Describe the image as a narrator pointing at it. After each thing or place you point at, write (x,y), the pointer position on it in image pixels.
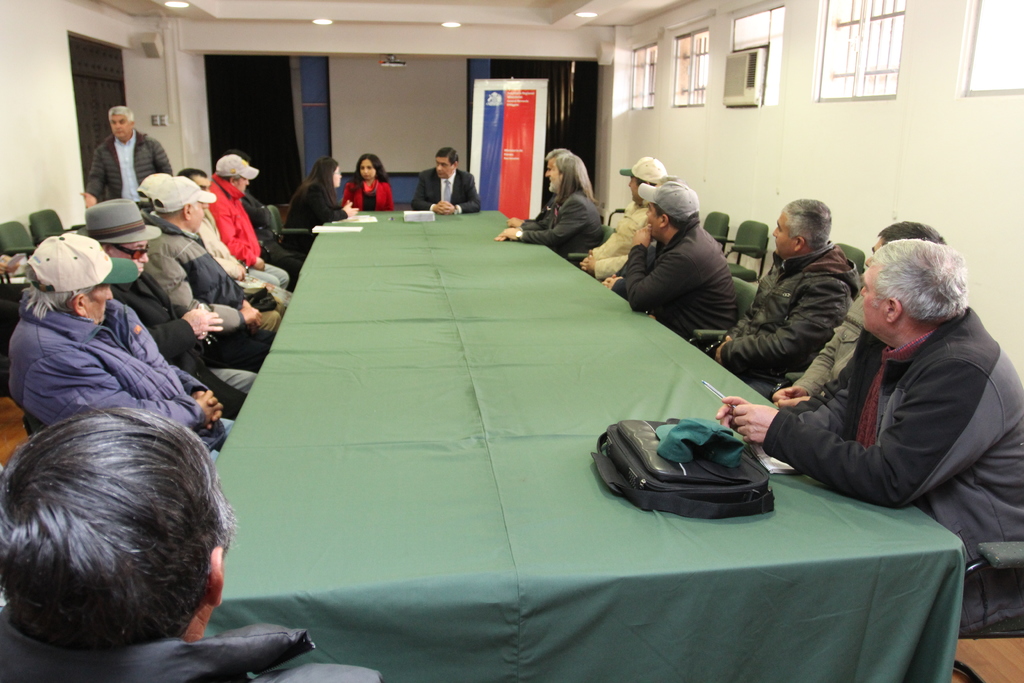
In this image we can see a few people (359,206) sitting on the chairs (743,296), there is a table (573,426), on that there are papers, a bag (702,471), one person (803,453) is holding a pen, there are windows (834,23), an air conditioner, lights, a board (529,120) with text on it also we can see the walls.
